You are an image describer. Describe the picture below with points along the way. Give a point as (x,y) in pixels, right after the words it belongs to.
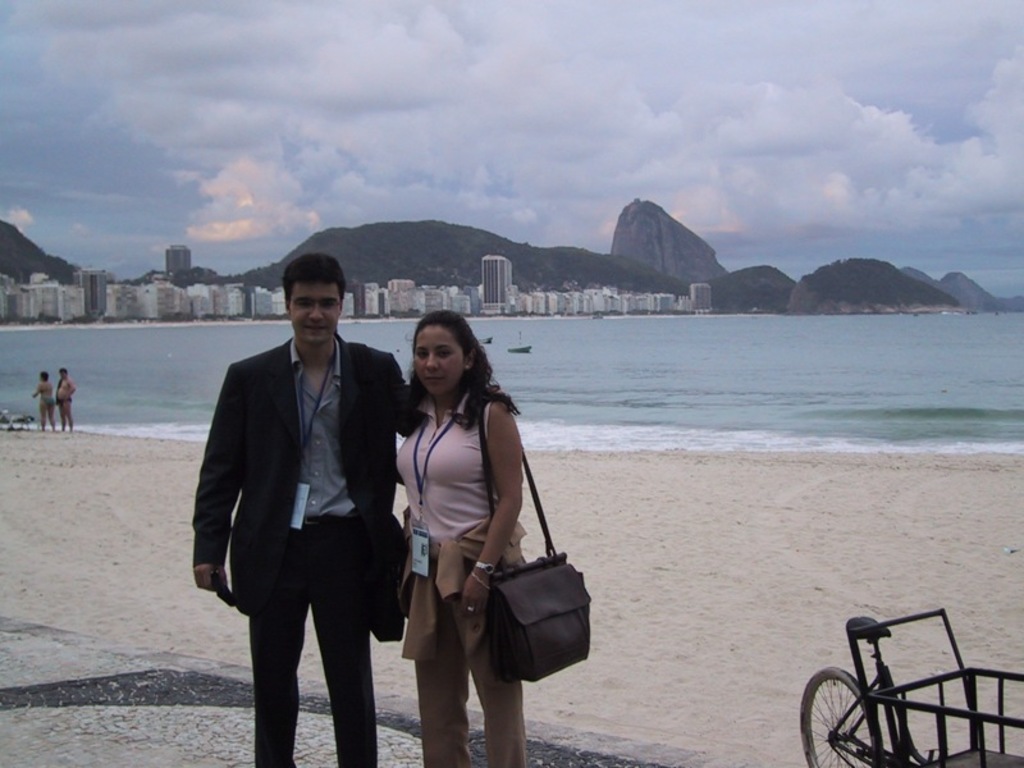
In this image I can see a man (356,405) and a woman (449,364) are standing, I can also see she is carrying a bag (553,593). In the background (41,415) I can see few more people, water (290,334) and number of buildings (652,302). Here I can see a cloudy sky (134,171).
